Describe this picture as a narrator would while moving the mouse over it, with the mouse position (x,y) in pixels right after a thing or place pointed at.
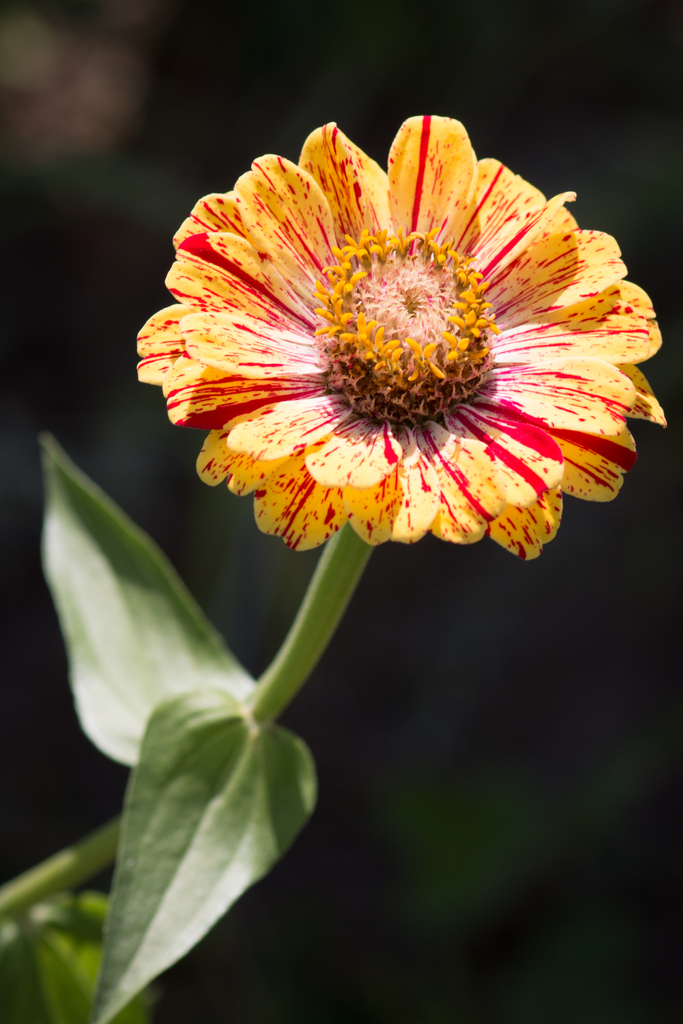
In this picture we can see a yellow and red flower (436,461) to the stem (319,622) and to the stem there are leaves (184,664). Behind the flower (492,233) there is a dark background (476,1003).
